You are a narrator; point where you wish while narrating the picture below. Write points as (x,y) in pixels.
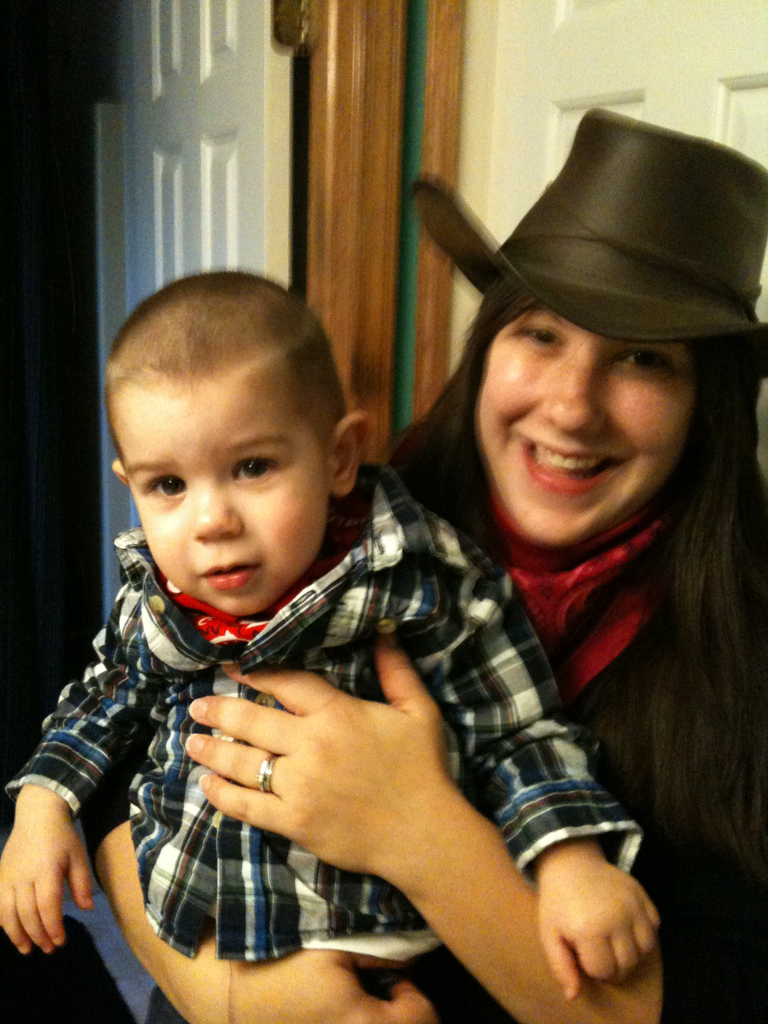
In this picture we can see a woman (720,943) wore a hat (495,267) and holding a child (377,515) with her hands (392,752) and smiling and in the background (652,53) we can see doors (610,13).
